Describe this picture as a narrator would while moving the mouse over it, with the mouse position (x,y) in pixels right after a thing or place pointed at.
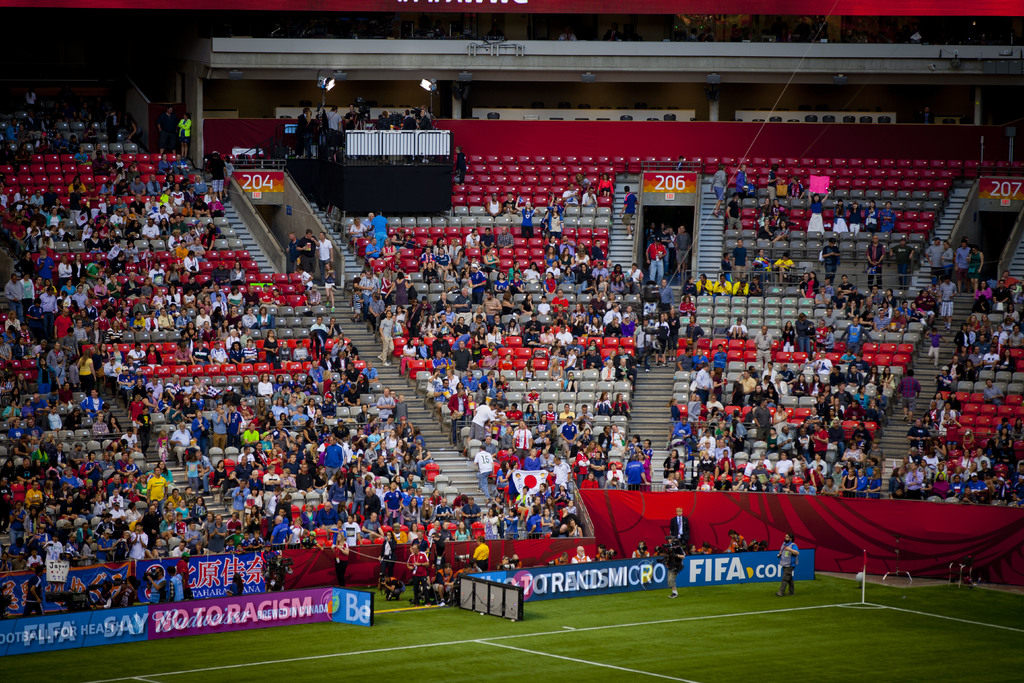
In this picture I can see a stadium (390,303), there are group of people (317,345) sitting on the chairs (39,184), there are group of people (904,406) standing, there are boards (36,641), banners (485,9), stairs (932,393) and lights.
